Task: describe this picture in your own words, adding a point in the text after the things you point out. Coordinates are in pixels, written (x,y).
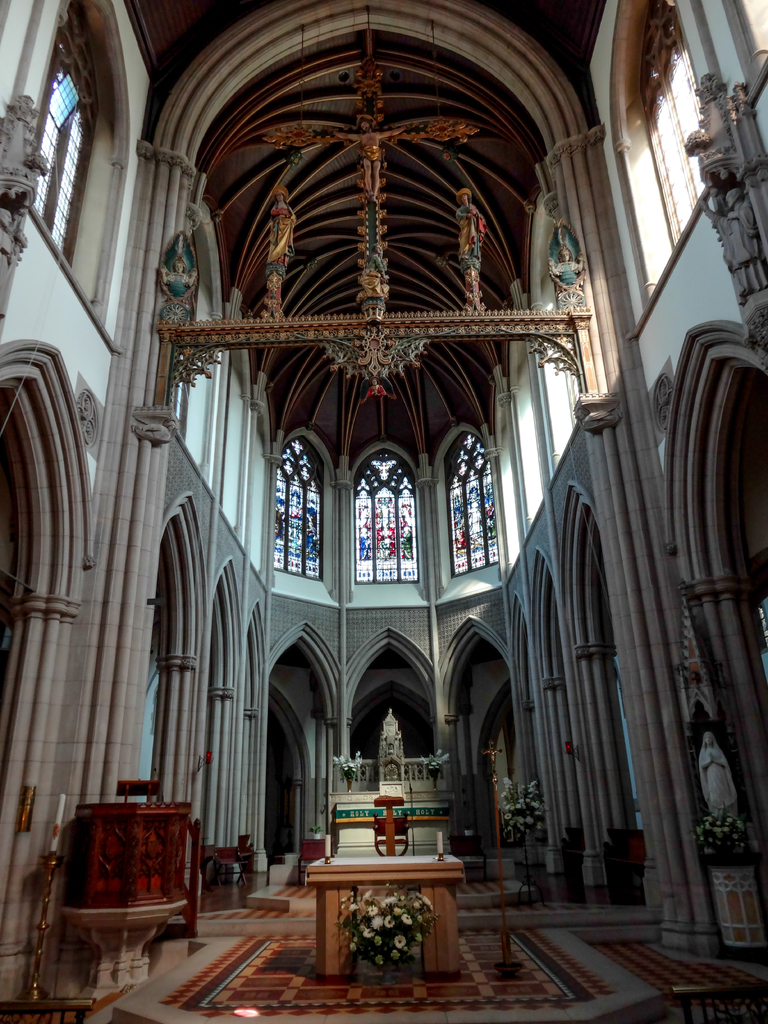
In this image we can see an inside view of the building (258,650). And we can see the wall (433,511) with a design (318,317) and statues (707,787). There are potted plants (377,941) on the floor (519,934) and there are tables (397,863), candles (326,846), stand (144,791), box (175,843), windows (484,559) and floor (207,916) with a design (274,965).
